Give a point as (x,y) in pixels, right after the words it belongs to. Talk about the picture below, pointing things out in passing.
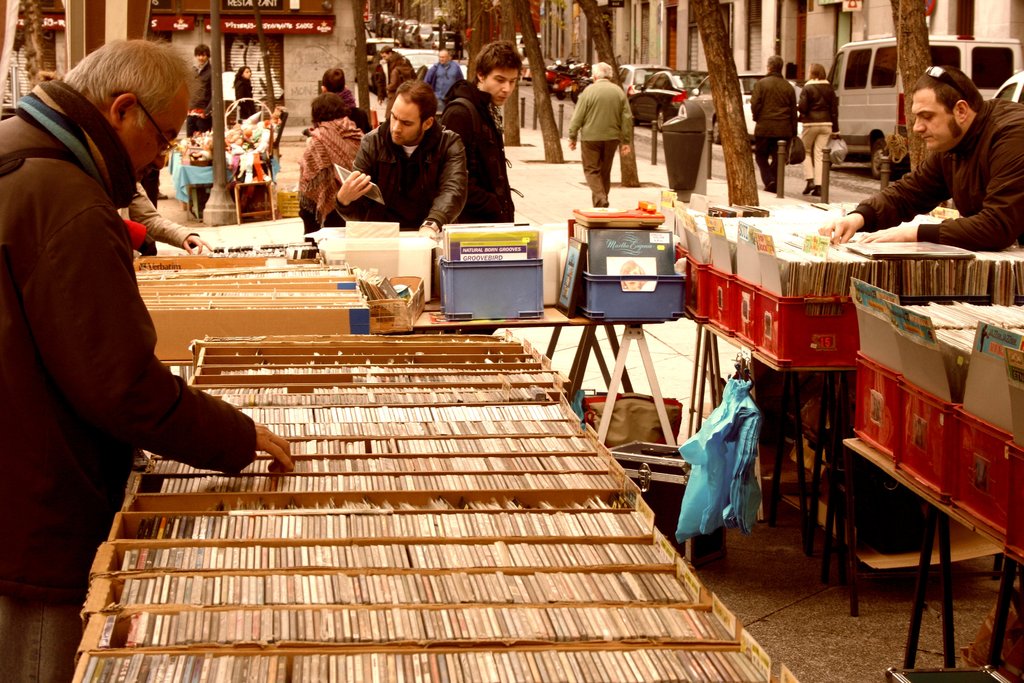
This picture is clicked on the street (555,194) in which there are people (467,181) selling the records (173,595) by keeping them on the table (983,538) and there are cars (654,66) parked on the street (532,110) to the right side (861,118) and there are few people (761,88) who are walking on the road (863,169). At the background (300,53) there is a wall (303,54) and a store (246,21).
